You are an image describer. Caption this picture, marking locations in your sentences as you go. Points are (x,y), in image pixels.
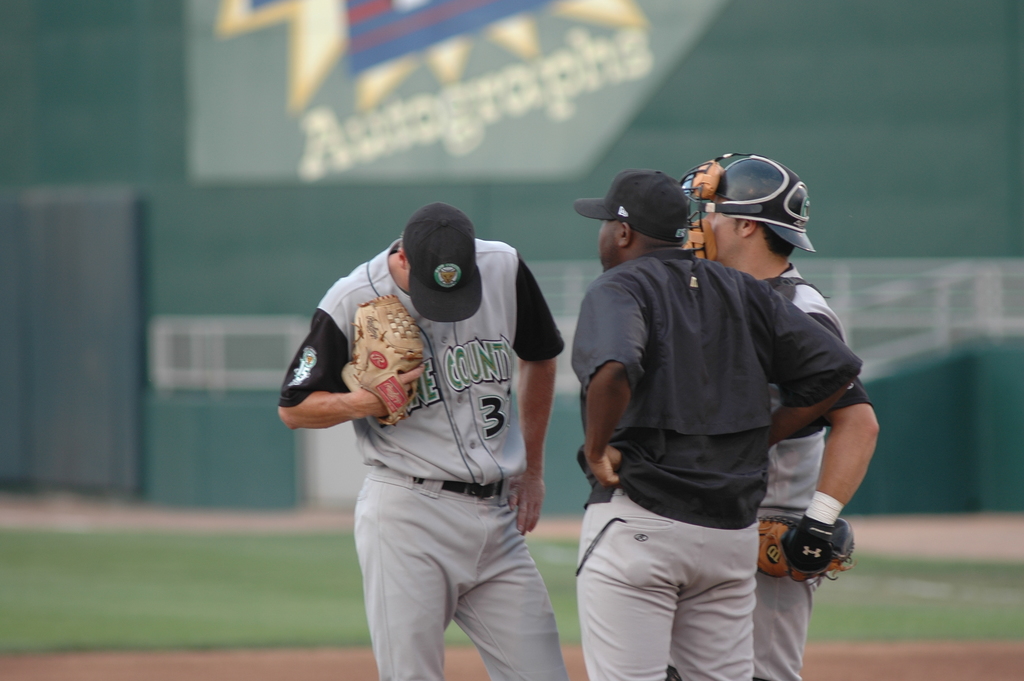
In this image in front (404,605) there are three persons (650,412) standing on the ground (318,668). Behind them there's grass (183,572) on the surface (201,599). On the backside (280,184) there is a wall (340,76) with the painting (432,61) on it.
